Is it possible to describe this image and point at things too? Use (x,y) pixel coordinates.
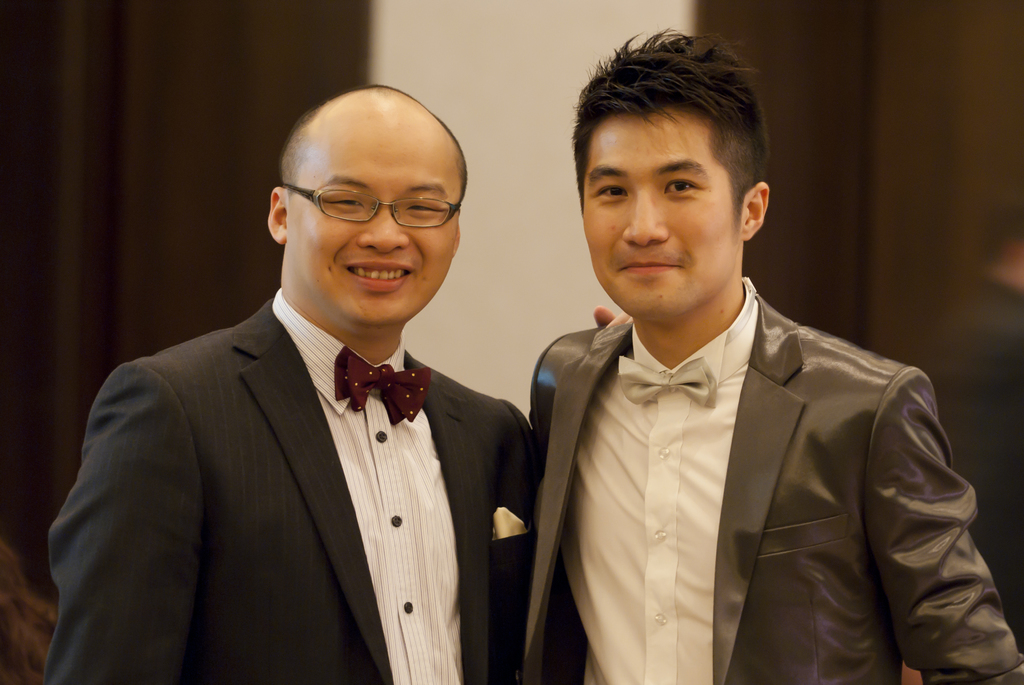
In this image I can see two people (588,414) with white, black and grey color dresses (489,479). In the background (100,61) I can see the curtains (815,83) and the wall (520,129).
